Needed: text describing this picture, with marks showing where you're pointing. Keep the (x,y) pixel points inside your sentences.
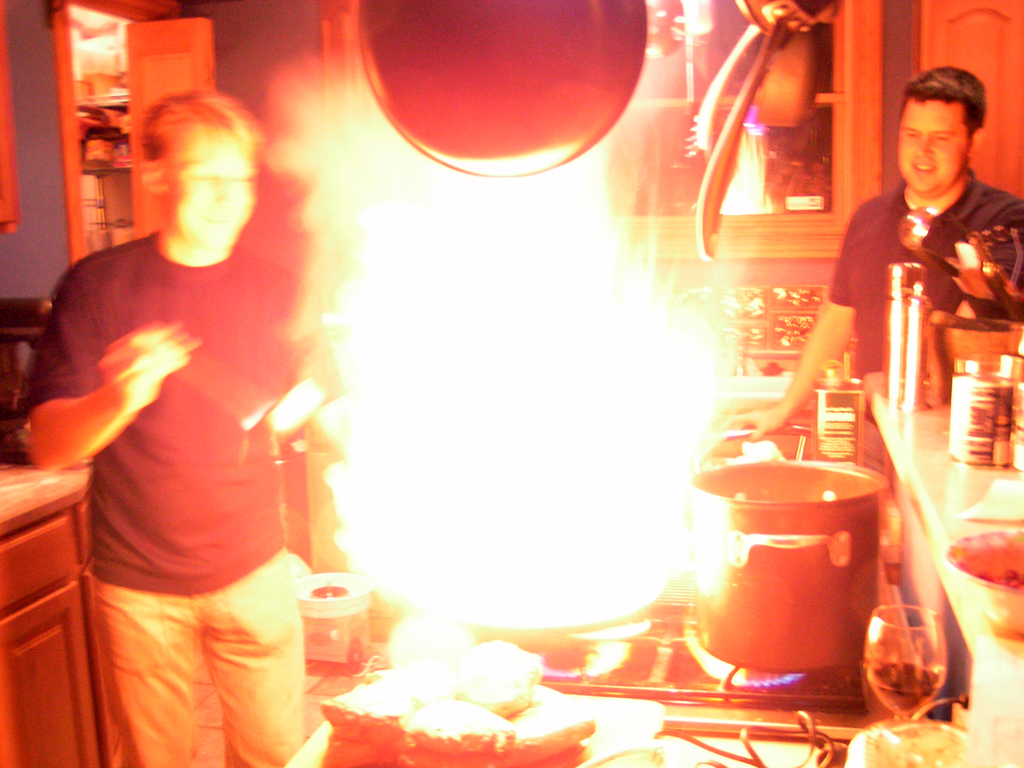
In this picture we can see group of people (816,373), in front of them we can see fire (539,337) and few bowls (717,594) on the gas stove (652,658), and also we can see few bottles (914,277), bowls (921,730), glasses (941,668) and other things (971,437) on the countertop (920,438).
